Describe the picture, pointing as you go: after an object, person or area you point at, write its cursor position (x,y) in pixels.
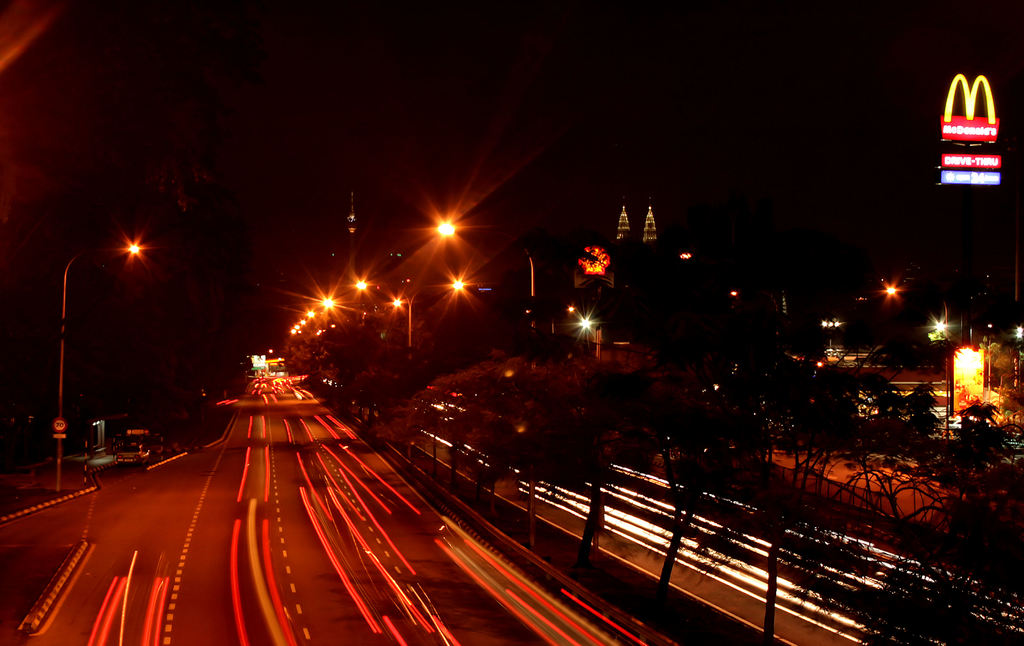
In this image I can see the road (296,472). On the road (321,479) I can see few vehicles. To the side of the road (319,489) there are many trees (604,437) and the light poles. To the right (958,174) I can see the LED boards (947,118). And there is a black background (764,175).
